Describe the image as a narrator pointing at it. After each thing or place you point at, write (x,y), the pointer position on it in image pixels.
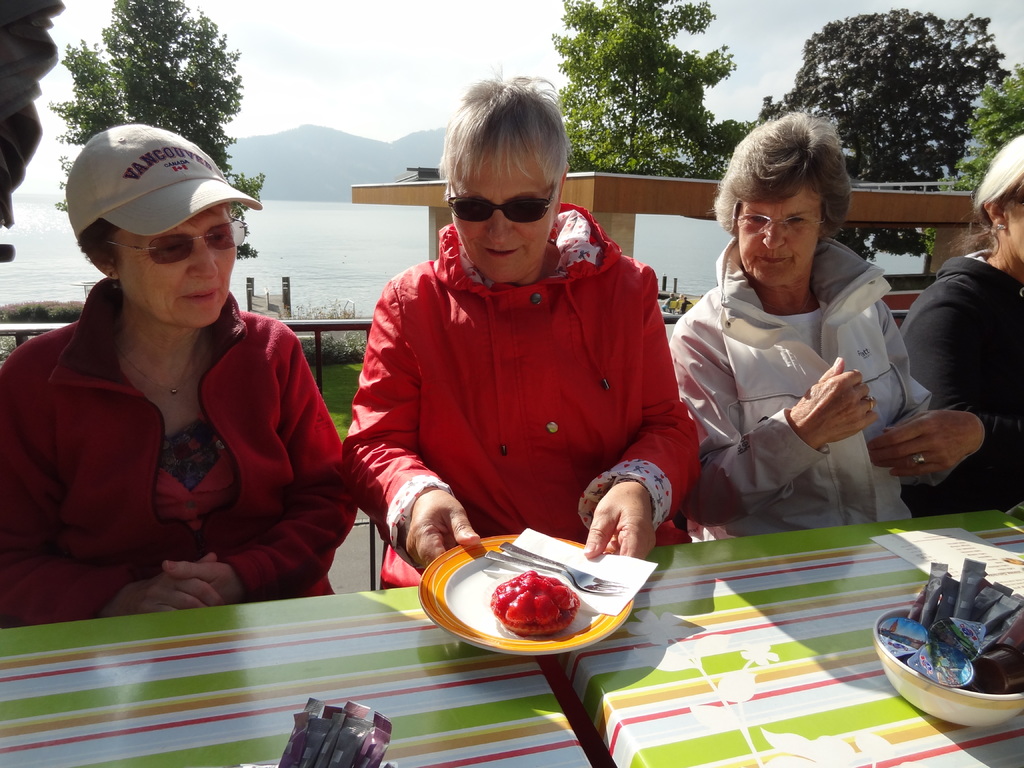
There are some people (395,328) sitting. Lady (225,405) on the left side (178,406) is wearing goggles (174,240) and cap (179,199). In front of them there are tables (699,679). On the table (862,693) there is a bowl (948,700) with some items (944,637) in that. And second lady (574,410) from left is holding a plate (473,635) with food item (509,600), tissue (589,560) and fork (552,562). In the background (286,91) there are trees (847,81), water (331,202), railing (323,323), hills (339,147) and sky (374,57).
